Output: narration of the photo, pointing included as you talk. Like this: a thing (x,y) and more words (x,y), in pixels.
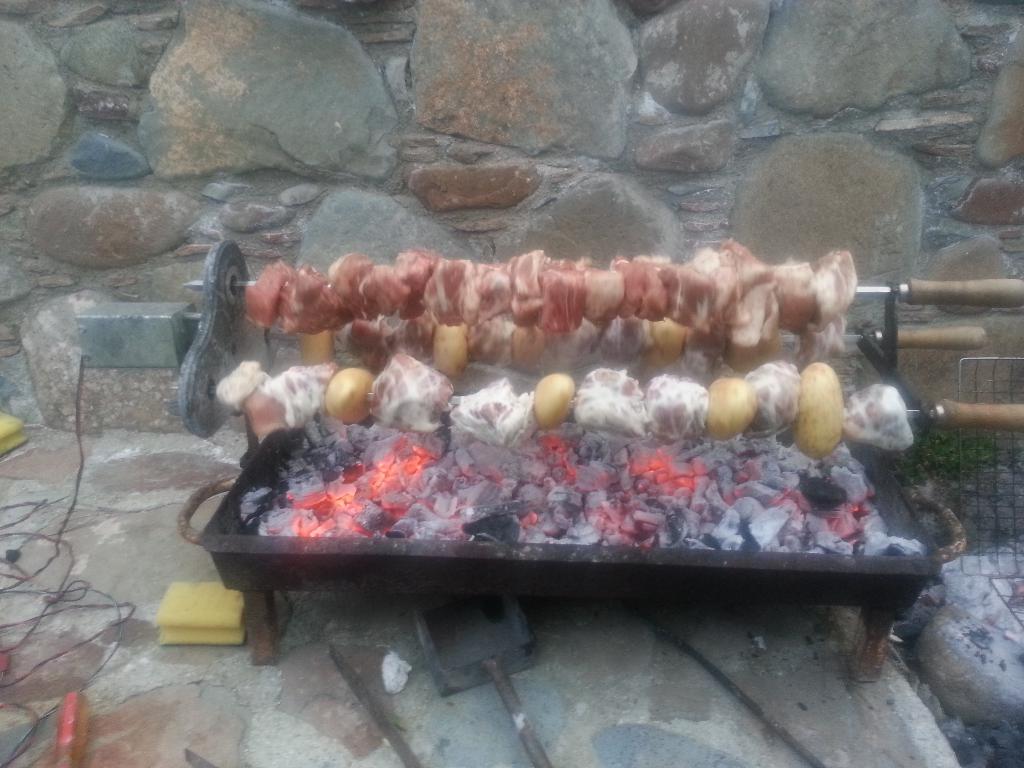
Here I can see a metal object (555,560) which consists of fire coals (321,485). It is placed on the floor (393,692). On this there are barbecues (676,324). On the left side (44,532) few cables (62,624) are placed on the ground (125,569). At the bottom (478,642) there are few tools (469,631). In the background (338,195) there is a wall (582,167). On the right side (1002,450) there is a metal frame (988,463).
